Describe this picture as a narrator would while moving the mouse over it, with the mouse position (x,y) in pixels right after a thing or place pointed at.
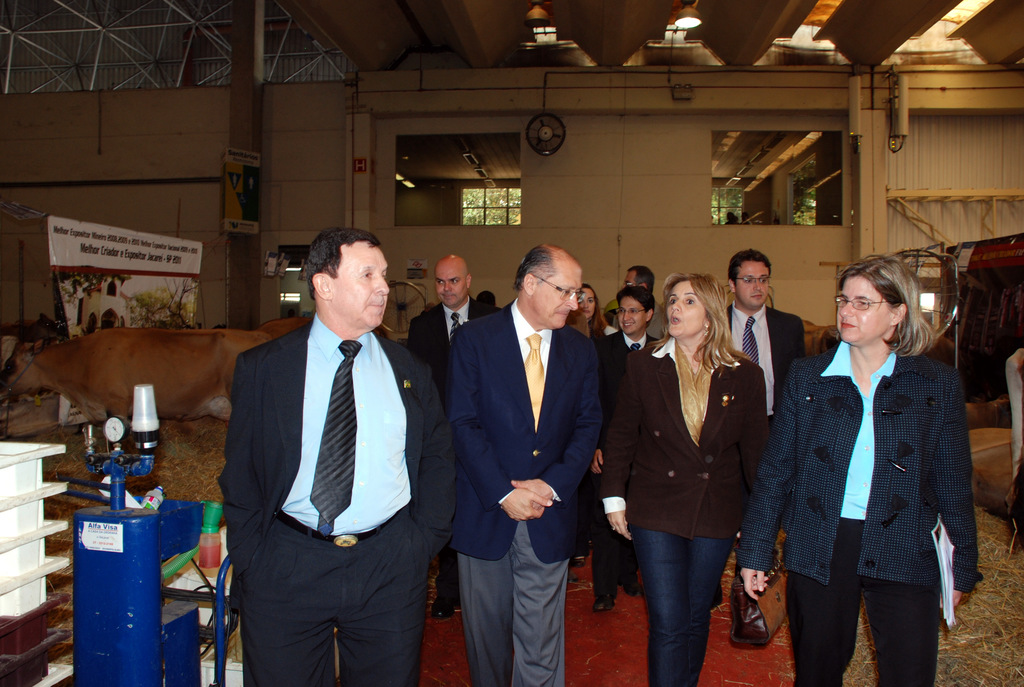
In the picture we can see some people (882,667) are walking and coming and they are in blazers (695,477), ties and shirts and in the background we can see the wall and near it we can see two windows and to the ceiling (968,39) we can see the light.
